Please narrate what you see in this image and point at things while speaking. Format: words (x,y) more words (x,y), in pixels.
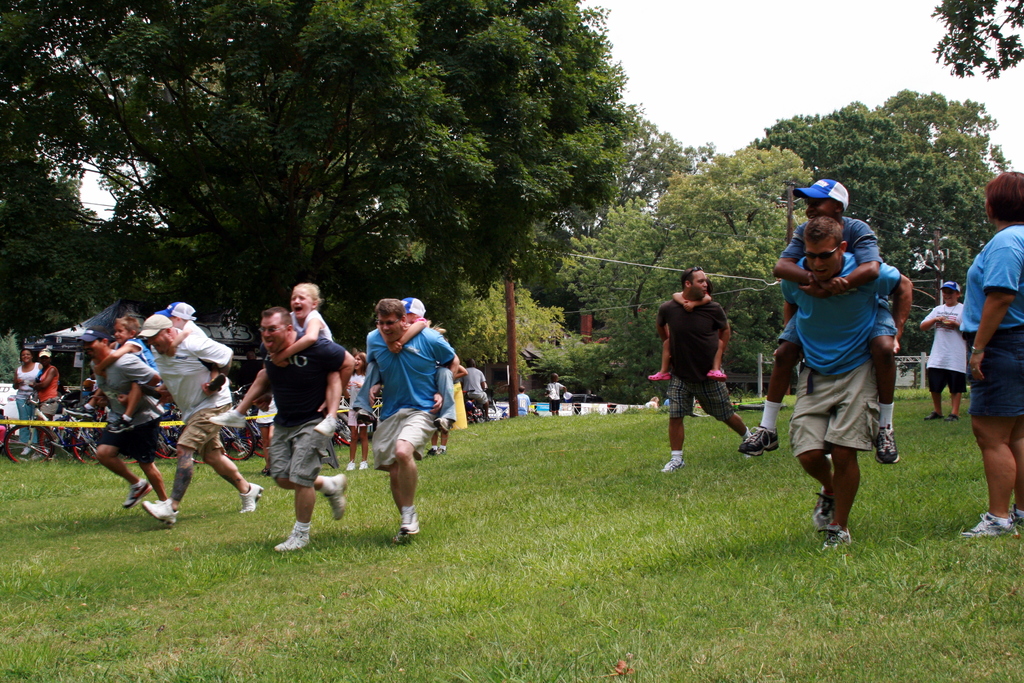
In this image I can see the group of people (458,372) with different color dresses (857,338). I can see few people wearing the caps (46,351). To the side of these people (335,456) I can see the bicycles (71,449) and few more people (259,411). In the background (636,369) I can see the pole (511,378), many trees (14,357), and umbrellas (74,346) and the sky (764,57).
